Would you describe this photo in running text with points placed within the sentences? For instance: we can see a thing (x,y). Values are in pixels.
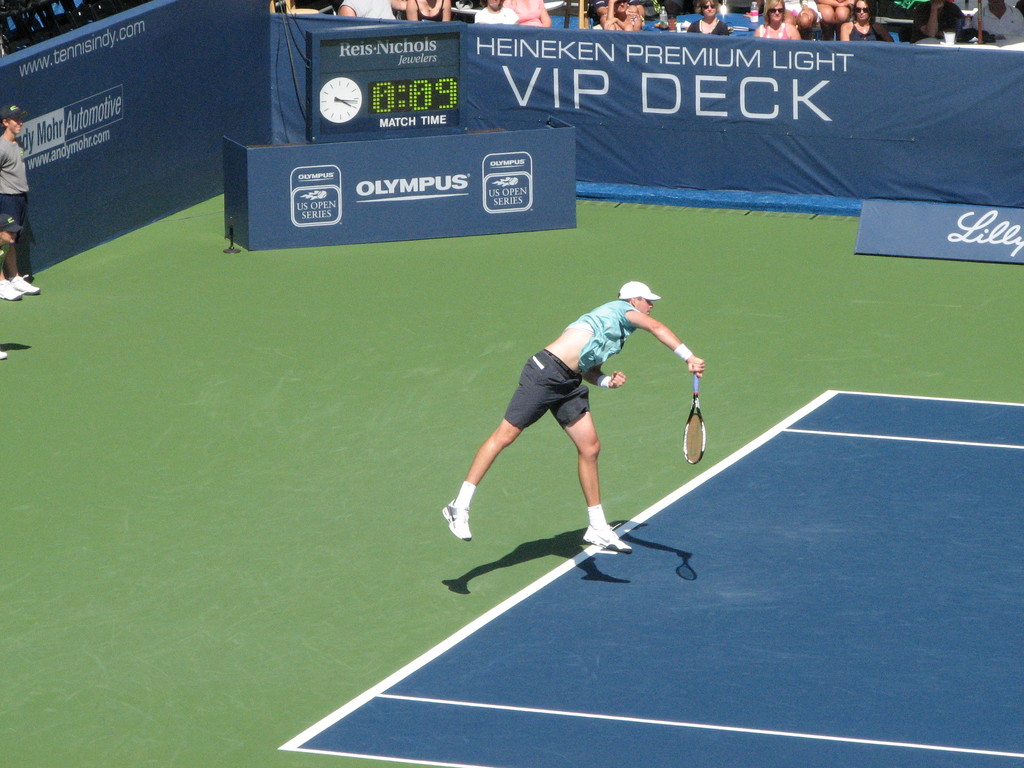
A man (591,465) is jumping and holding tennis racket (693,381) in his hand (693,364), behind him there are few people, hoarding (275,174).
